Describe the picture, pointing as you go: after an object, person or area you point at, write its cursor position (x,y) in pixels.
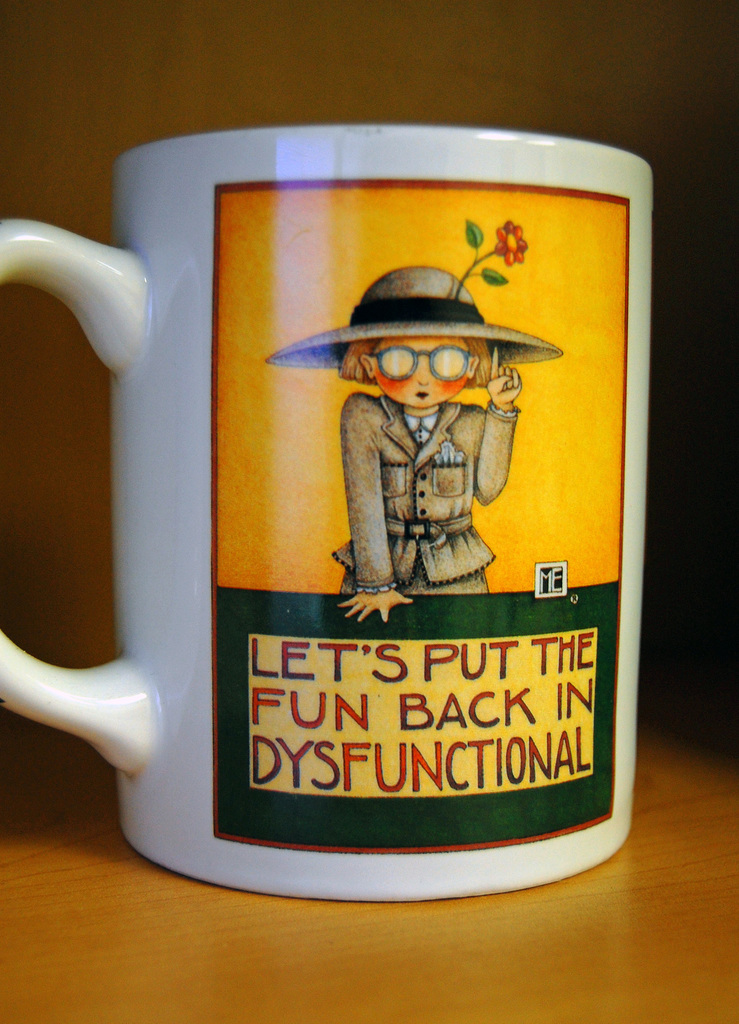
In this image there is a cup (377,475) on the table (33,924), on the cup (455,440) there is a picture (523,420) of a person (510,417), a flower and some text (379,747).
